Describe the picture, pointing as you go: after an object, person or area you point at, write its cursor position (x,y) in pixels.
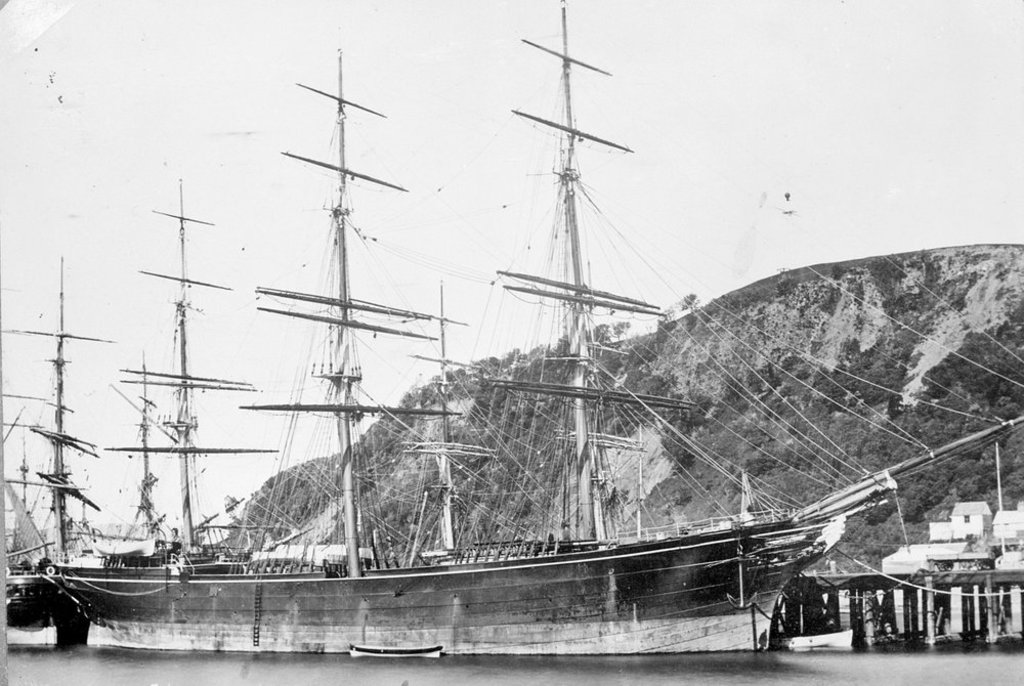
In the center of the image (524,389) there are ships (218,600). At the bottom (208,673) there is water (961,645). In the background (782,465) there is sky (720,282) and a hill (679,354).
